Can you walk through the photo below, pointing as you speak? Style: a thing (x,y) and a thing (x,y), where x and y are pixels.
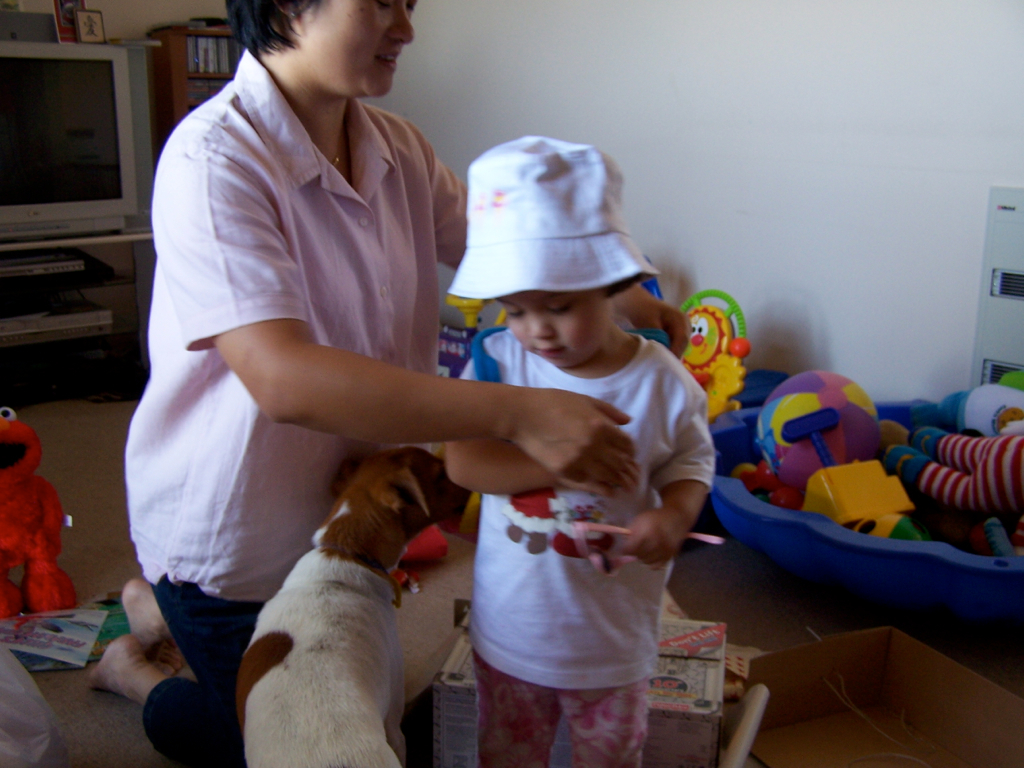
In this picture I can see a woman (370,299), a child (581,571) and a dog (398,534) in front (185,458). On the left bottom of this picture (33,513) I can see a red color toy (34,492). In the background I can see many more toys (732,326) and I see the wall (774,147). On the left top of this image (92,68) I can see a TV (118,67).
